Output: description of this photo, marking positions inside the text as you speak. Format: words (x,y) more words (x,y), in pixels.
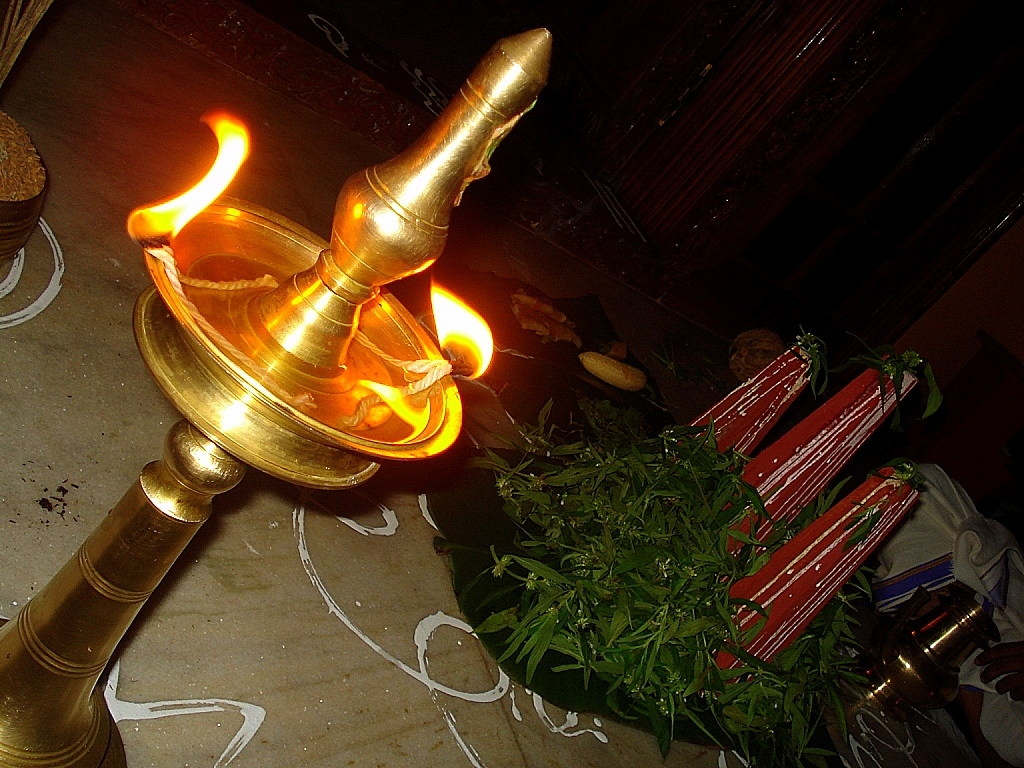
In this picture we can see a brass oil lamp (223,484) with stand (135,521). There are plants (712,497) and some food items (606,380). We can see some decorative items (762,407) and other objects (937,485) on the right side (921,587). We can see a few wooden objects (904,256) and some objects (14,183) on the left side (8,160). There is the hand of a person (934,584) visible on the right side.
